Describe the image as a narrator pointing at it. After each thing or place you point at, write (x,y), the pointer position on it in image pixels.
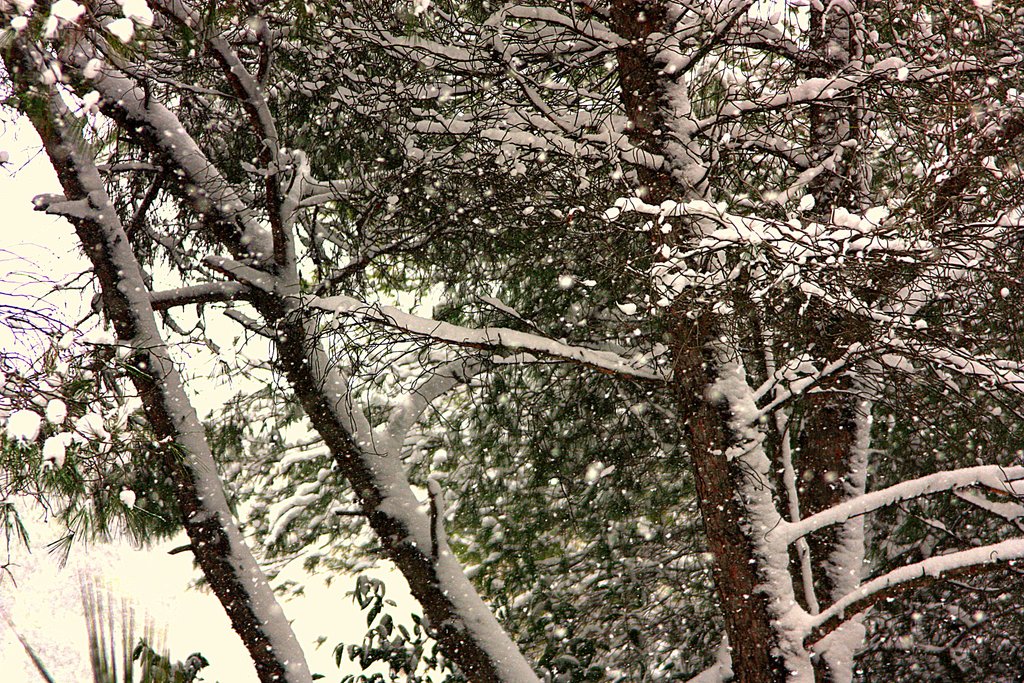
In this image, we can see some trees (748,339) with snow (796,270).
